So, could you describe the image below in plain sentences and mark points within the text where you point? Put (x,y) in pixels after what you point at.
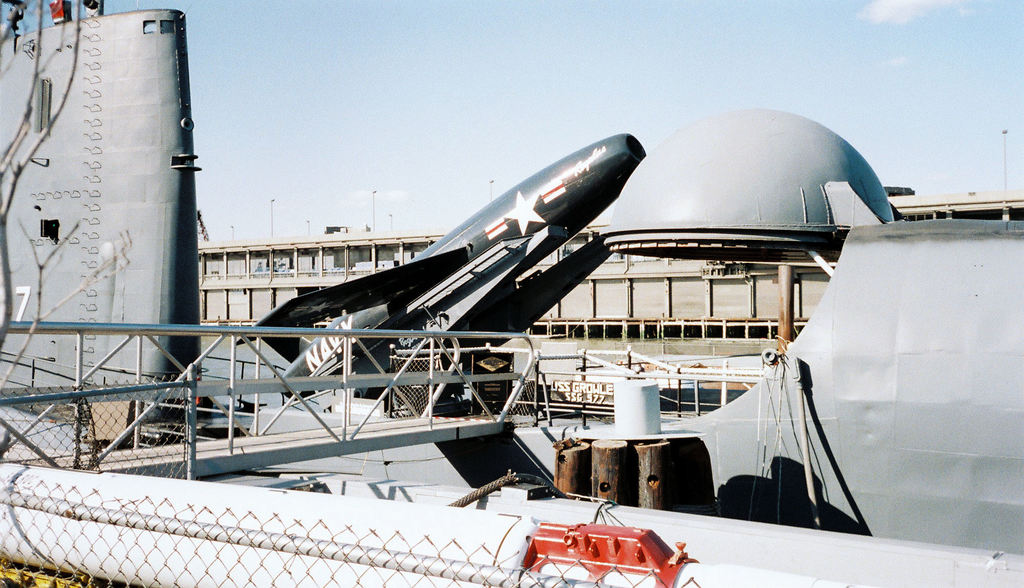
In this image we can see a ship (353,396), fence (508,574), mesh (539,585), rope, plane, and metal objects (342,438). In the background (208,209) we can see a building (314,277), poles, and sky (473,124).
